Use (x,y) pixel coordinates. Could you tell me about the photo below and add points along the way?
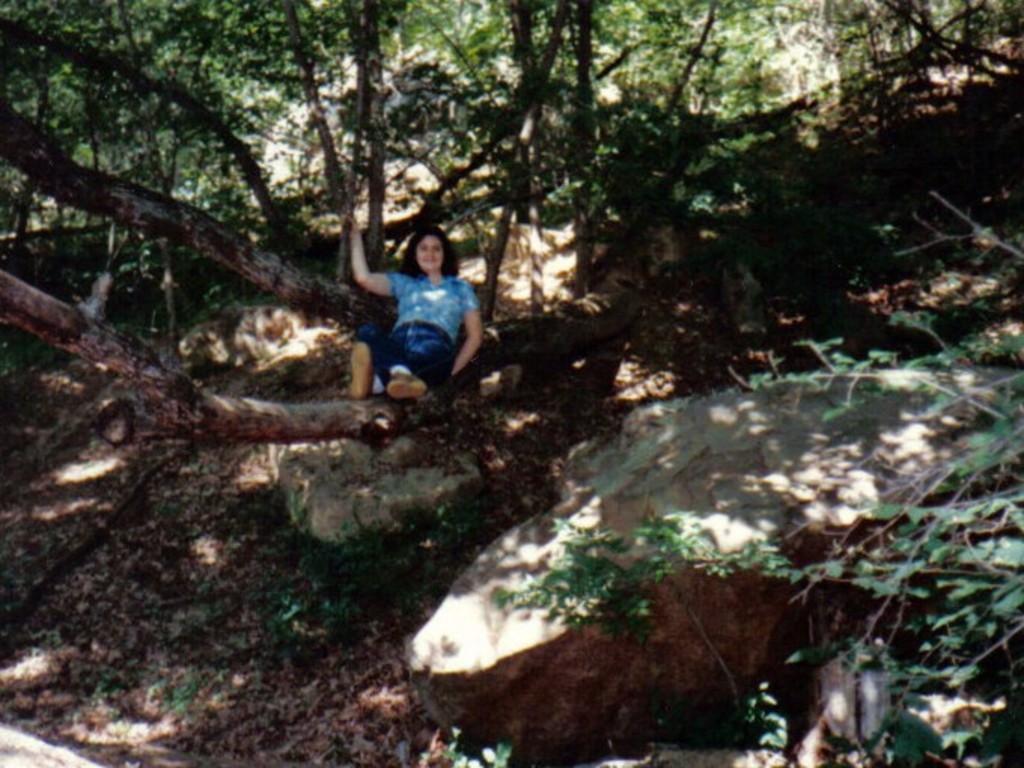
In this image we can see a woman (368,276) sitting on the branch (371,295) of a tree (497,339) and there is a smile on her face (430,245). Here we can see the rocks (556,554). In the background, we can see the trees (473,181).
